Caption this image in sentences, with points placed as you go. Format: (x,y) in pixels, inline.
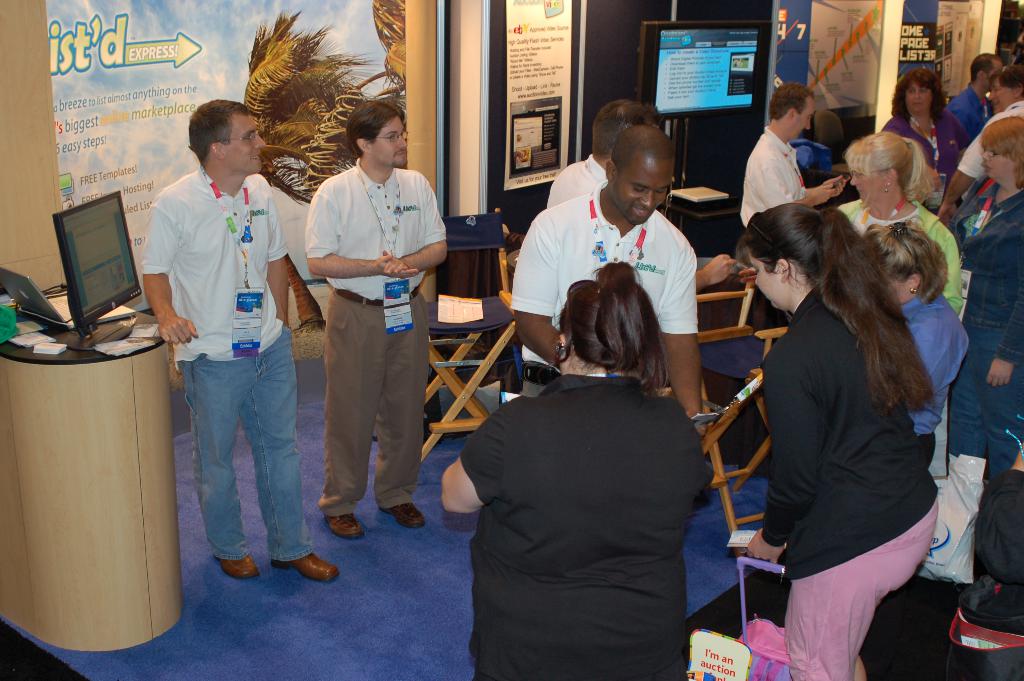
In this image I can see there are group of persons (778,152) standing on the floor (349,618) and on the left side (42,540) I can see a podium (8,491) and on the podium (13,368) I can see a system (101,256) at the top (745,72) I can see screen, in the middle (484,235) I can see chairs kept on the floor (345,656).
